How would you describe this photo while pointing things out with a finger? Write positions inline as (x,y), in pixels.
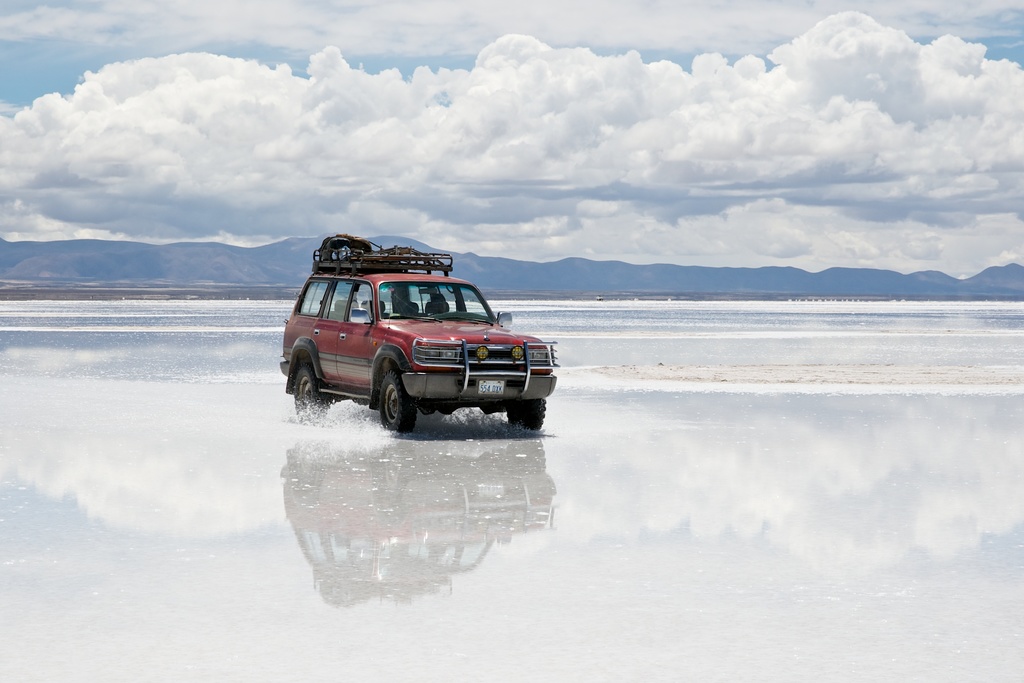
In this picture I can see the water (523,330) and in the middle of this picture (404,265) I can see a red color car (380,303). In the background (347,175) I can see the sky (685,133) which is cloudy.
